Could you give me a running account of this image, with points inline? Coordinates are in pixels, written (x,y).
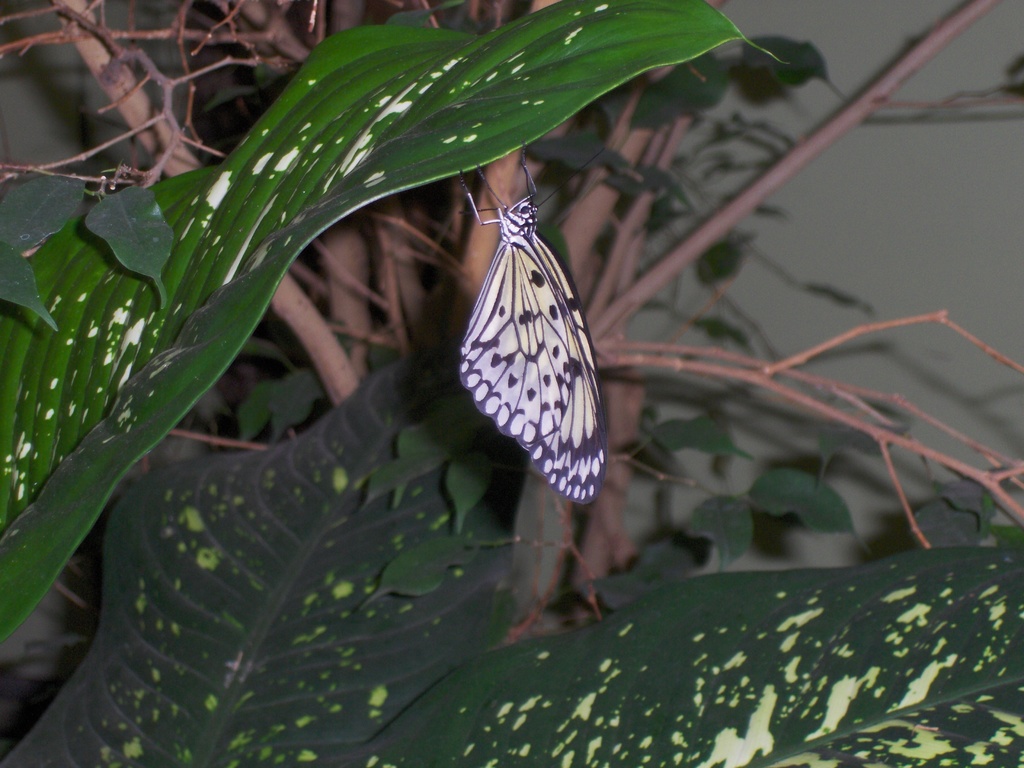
In this image I can see a beautiful yellow and black color butterfly (539,374) is holding the leaf (180,374) of a tree (379,481).
